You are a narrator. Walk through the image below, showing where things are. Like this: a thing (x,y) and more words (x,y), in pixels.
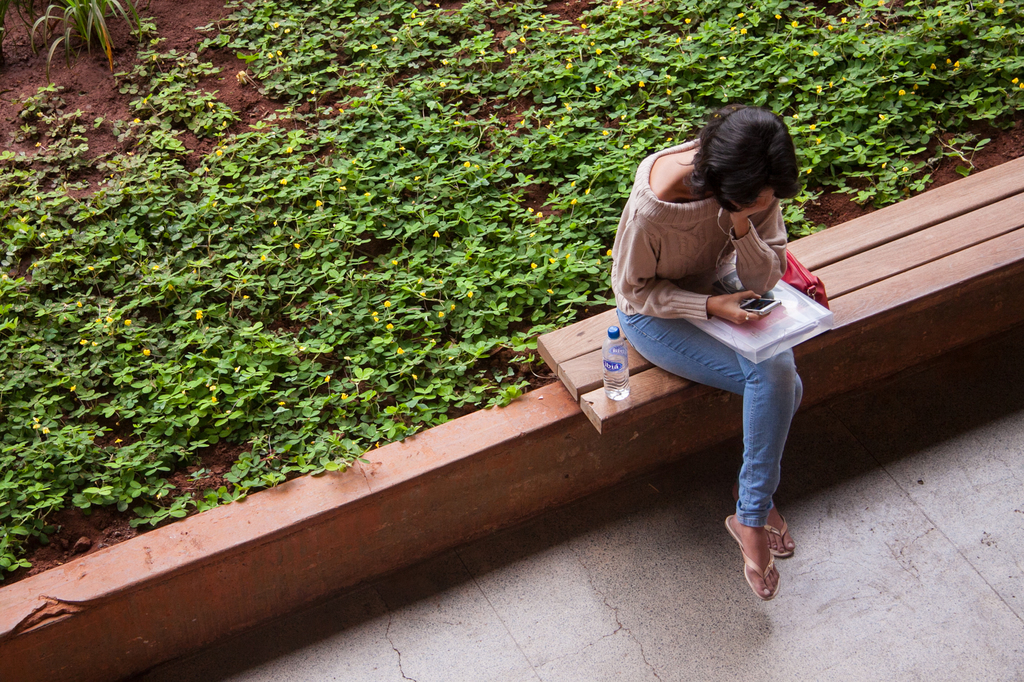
In this image i can see a woman (694,330) wearing a blue jeans (714,378) sitting on a bench (940,304), she is holding a mobile (757,309) and a file (778,318) in her hand (727,309). On the bench (909,234) i can see a red bag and a water bottle (617,361). In the background (172,46) i can see soil (185,4) and few plants (264,233).
